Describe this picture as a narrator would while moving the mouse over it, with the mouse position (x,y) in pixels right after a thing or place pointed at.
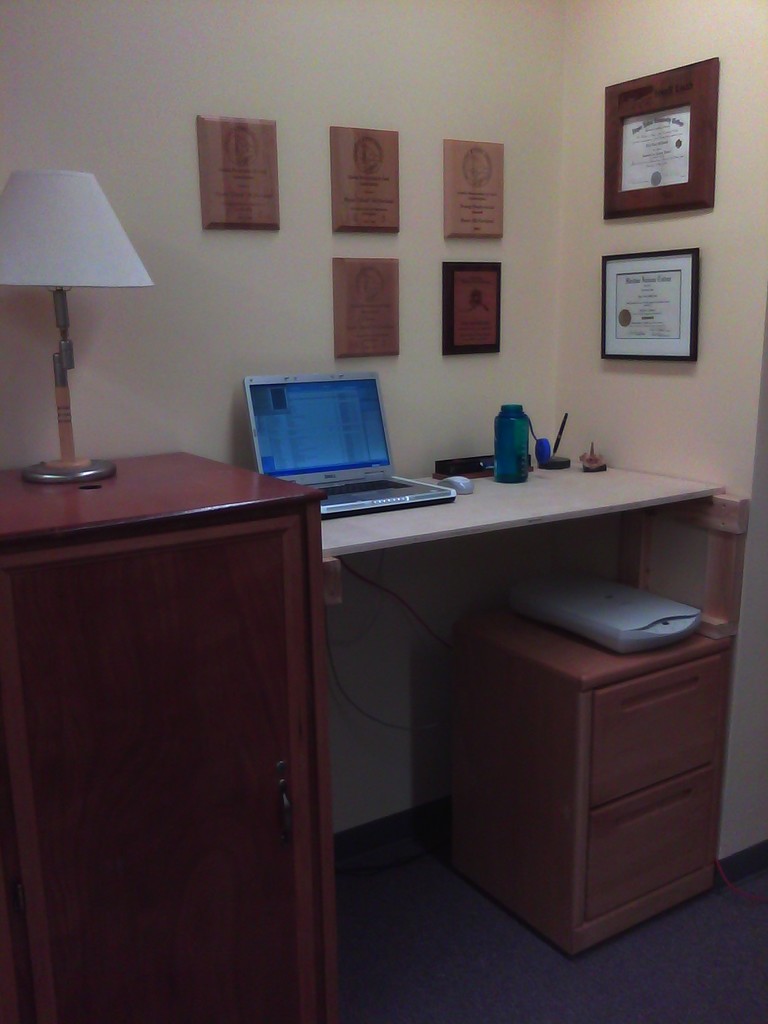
This image is clicked in a room (738,872). Towards the wall (407,69) there is a table (714,499) and desk (317,662). On the table (505,497) there is a laptop (421,487), a bottle (498,466), a mouse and some pens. On the desk (83,483) there is a lamp (104,472) and some frames (678,93) are attached to the wall (244,354).
